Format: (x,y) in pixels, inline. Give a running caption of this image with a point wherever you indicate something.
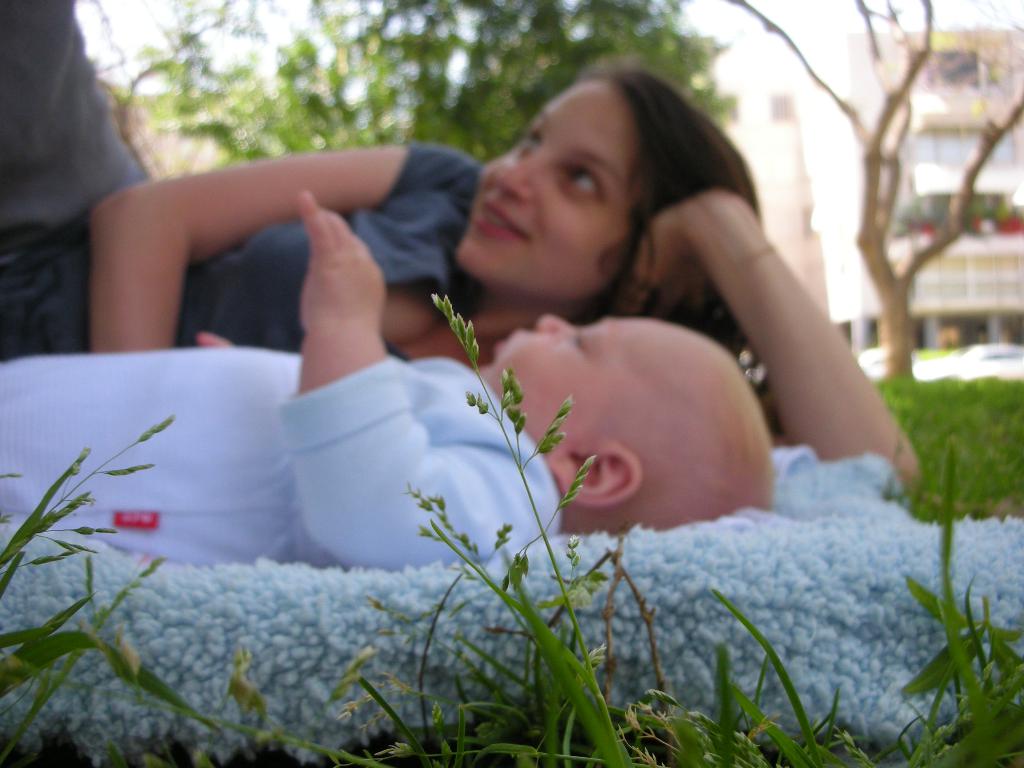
In this image there is a blanket (290,645) on that blanket (53,551) there is a baby (308,411) and woman (450,341) lying, in the background (904,115) there are trees (983,147) and buildings (930,285) and it is blurred.
